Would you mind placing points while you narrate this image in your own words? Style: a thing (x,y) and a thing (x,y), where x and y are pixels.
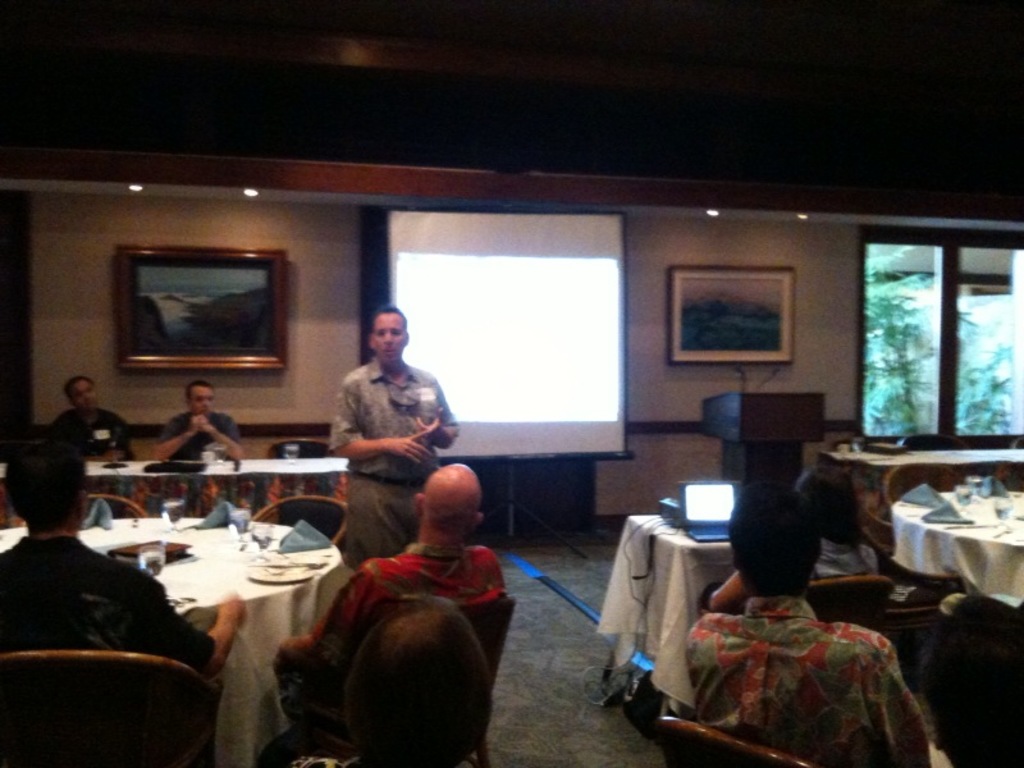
In the image there are group of people (330,652) sitting on chair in front of a table (257,544). On table (241,560) we can see a cloth (257,633), glass (963,495), laptop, plate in middle (372,459) there is a man (386,451) who is standing. On right side (788,365) there is a podium (787,410), microphone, windows (893,371) which are closed, photo frames (783,286), wall (833,309) which are in cream color. In middle (515,322) there is a screen (514,360) on top (329,58) there is a roof (541,182) with few lights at bottom (540,752) there is a mat (543,758).
